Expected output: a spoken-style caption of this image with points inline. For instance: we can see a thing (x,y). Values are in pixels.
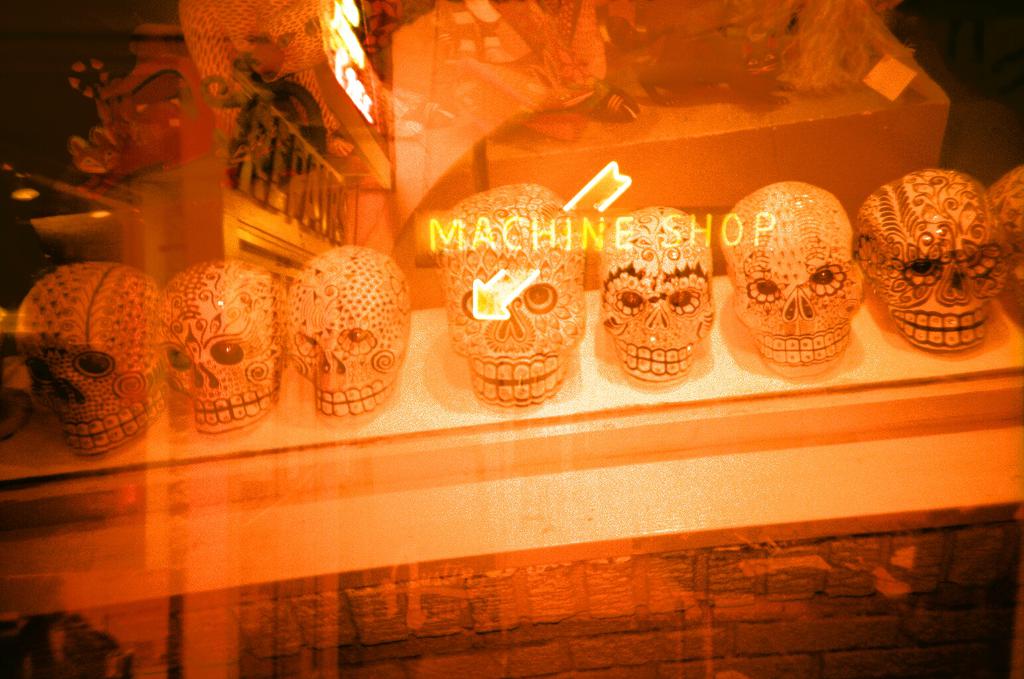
In this image I can see few skull (469,357) on the table (259,454). We can see design skull (943,235). I can see machine shop is written on it. We can see orange color light (560,209).
